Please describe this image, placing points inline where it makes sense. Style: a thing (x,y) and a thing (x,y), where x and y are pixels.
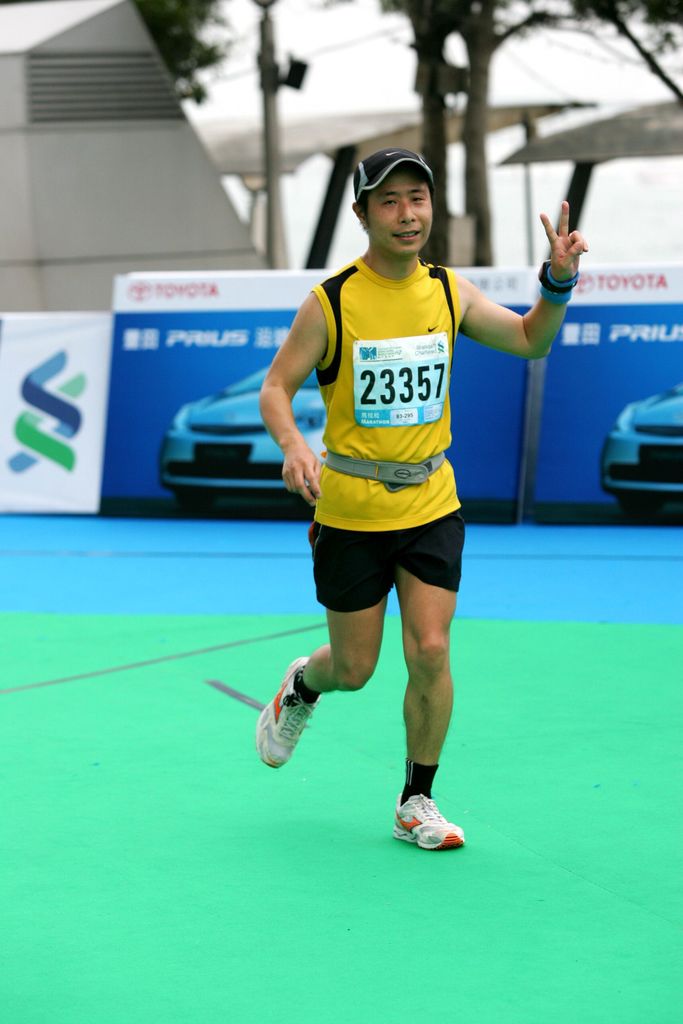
In this image we can see this person (453,541) wearing yellow T-shirt (444,427), cap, watch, socks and shoes (281,698) is on the ground (275,691). In the background (10,496), we can see boards (569,341), wall (96,239), tents (502,114) and trees (483,100).
